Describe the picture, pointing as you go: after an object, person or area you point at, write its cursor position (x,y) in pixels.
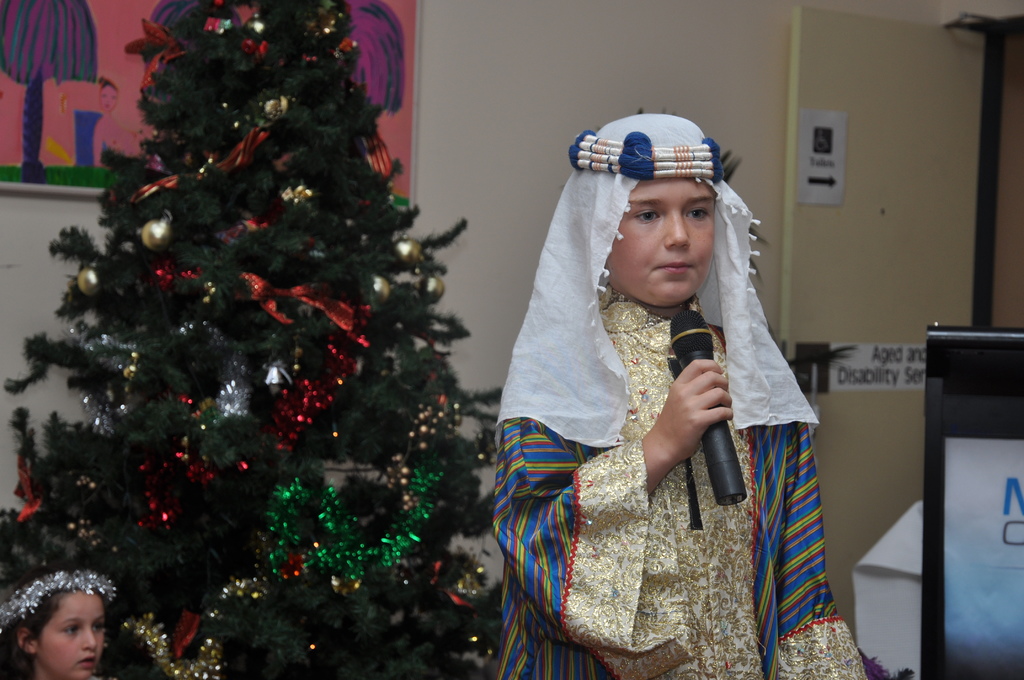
A person (805,507) is holding the microphone (741,496), on the left side (308,349) there is a Christmas tree (411,520).
